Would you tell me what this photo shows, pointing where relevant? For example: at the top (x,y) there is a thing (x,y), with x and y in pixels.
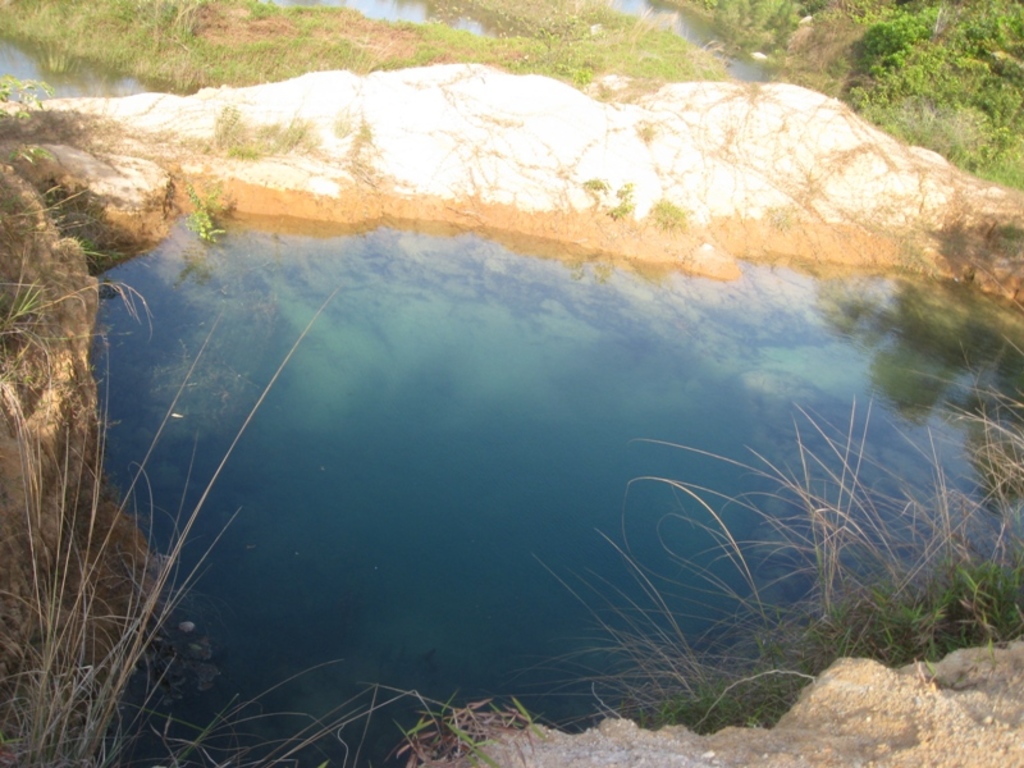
In this picture there is a pond (523,359) in the center (496,475). Around the pond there were plants (869,98), grass (883,115) and stones (808,133).
